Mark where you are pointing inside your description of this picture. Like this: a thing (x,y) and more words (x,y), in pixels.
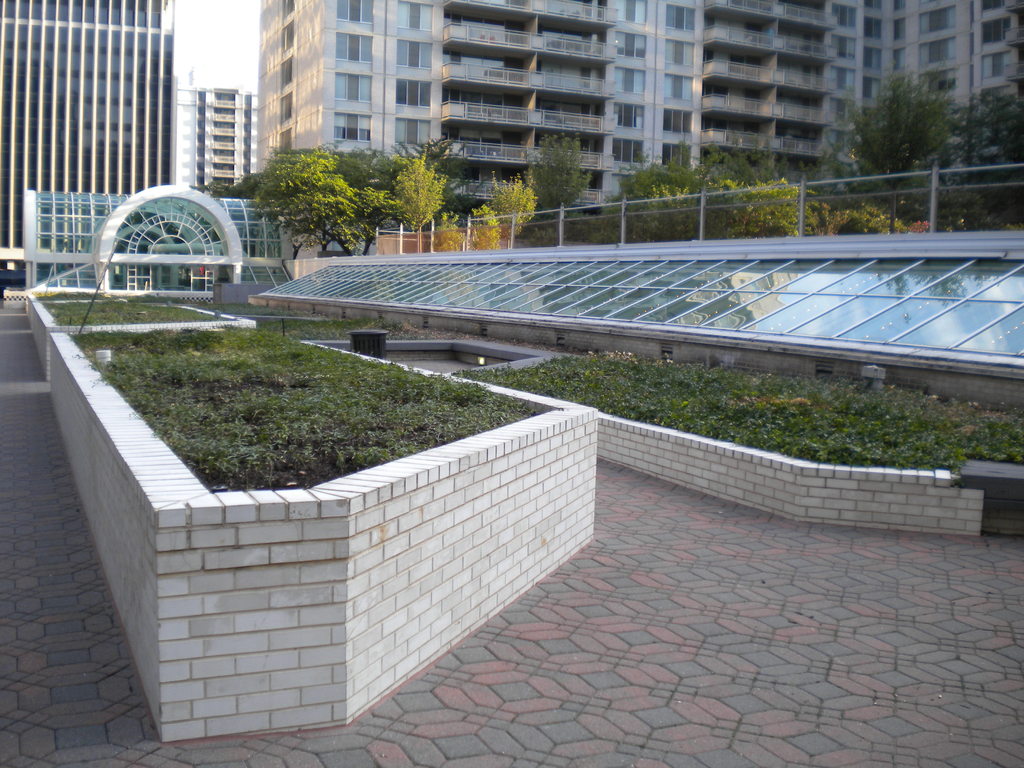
In this image we can see small basement wall (185,485) in which there are some plants (332,467), grass (292,355), on right side of the image (780,307) there is glass wall (547,300), trees (349,249) and in the background of the image (53,215) there are some buildings (542,44) and clear sky (255,43).
